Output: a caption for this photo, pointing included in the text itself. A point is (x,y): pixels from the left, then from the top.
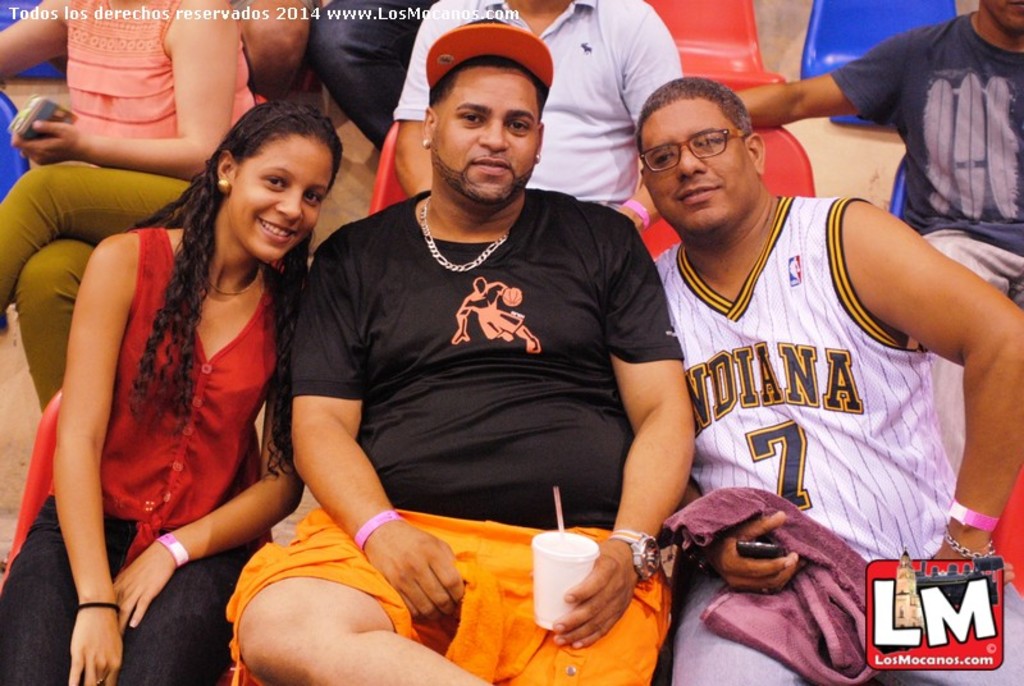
In this picture we can observe three members (329,325) sitting in the red color chairs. Two of them are men (525,338) and the other is a woman (197,321). One of them is wearing a cap (480,59) and holding a cup (545,585) in his hands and the other is wearing spectacles (669,157). In the background (413,72) there are some people (579,67) in the chairs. We can observe men (607,92) and women (247,103). There is a watermark (338,11) on the left side (121,16).
